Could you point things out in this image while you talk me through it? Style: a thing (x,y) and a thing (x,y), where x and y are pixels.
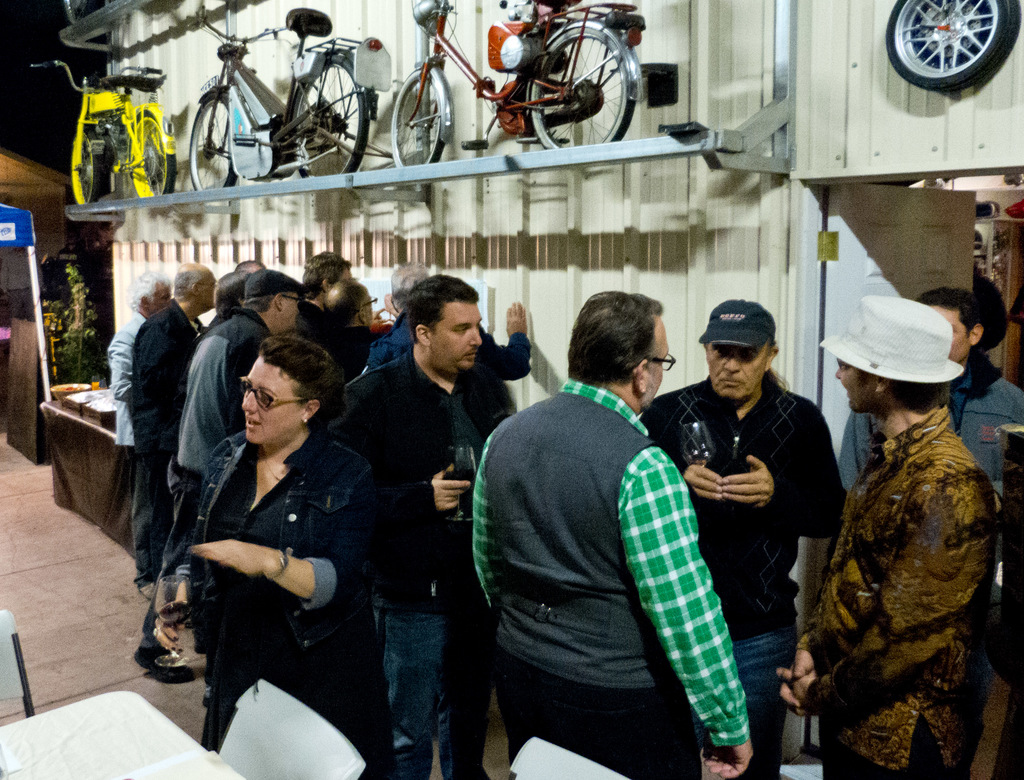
In this image, we can see some people (568,611) standing and there are some bicycles (348,118).
